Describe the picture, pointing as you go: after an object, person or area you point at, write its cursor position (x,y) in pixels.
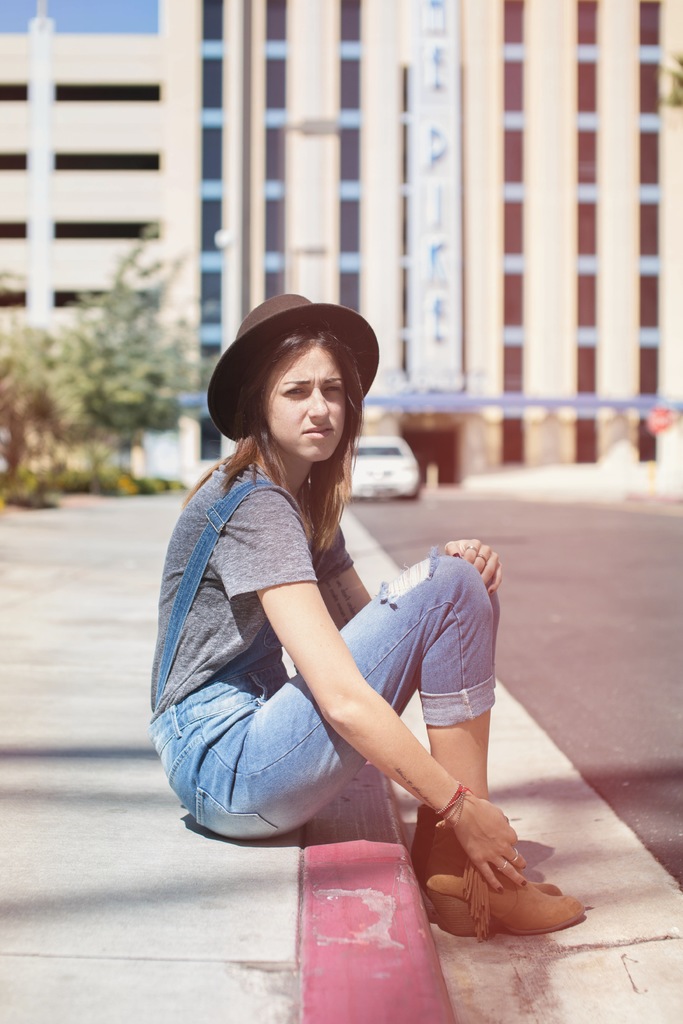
In the middle (298,428) I can see a woman (431,822) is sitting on the curb (306,878). In the background (79,369) I can see plants (179,384), car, buildings (298,232) and the sky (81,29). This image is taken during a sunny day.
